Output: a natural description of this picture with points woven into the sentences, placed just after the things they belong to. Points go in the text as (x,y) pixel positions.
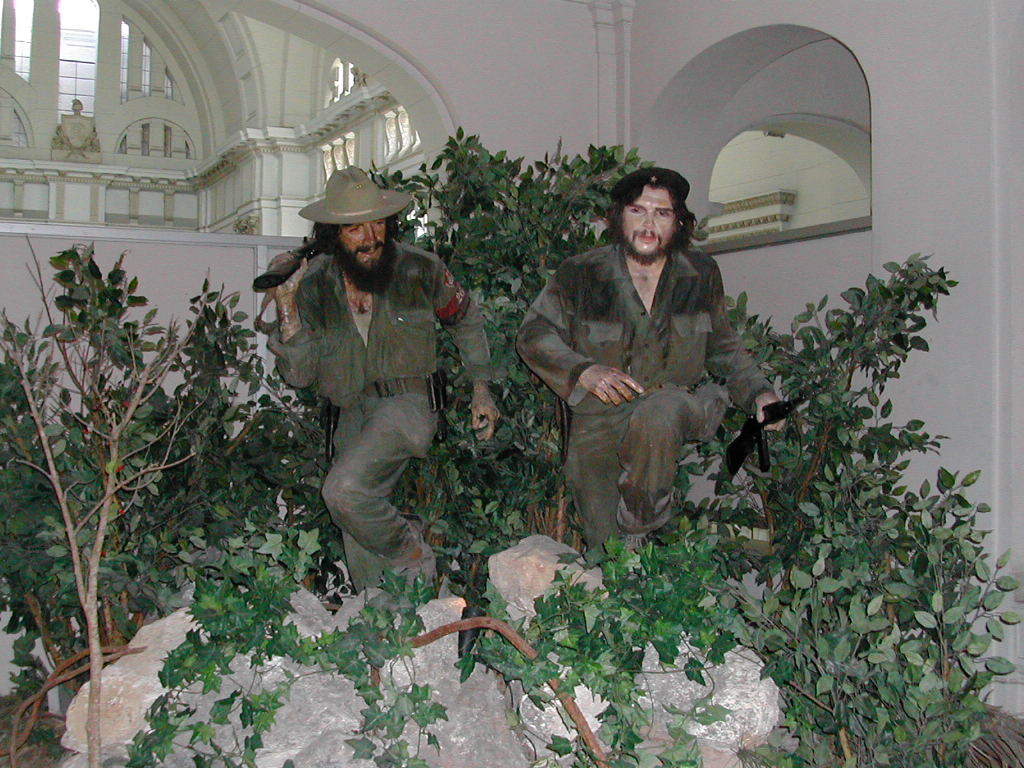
In this image, we can see statues (668,323) in front of the wall (508,106). There are some plants (571,202) in the middle of the image (519,326). There are rocks (535,718) at the bottom of the image (483,721).
